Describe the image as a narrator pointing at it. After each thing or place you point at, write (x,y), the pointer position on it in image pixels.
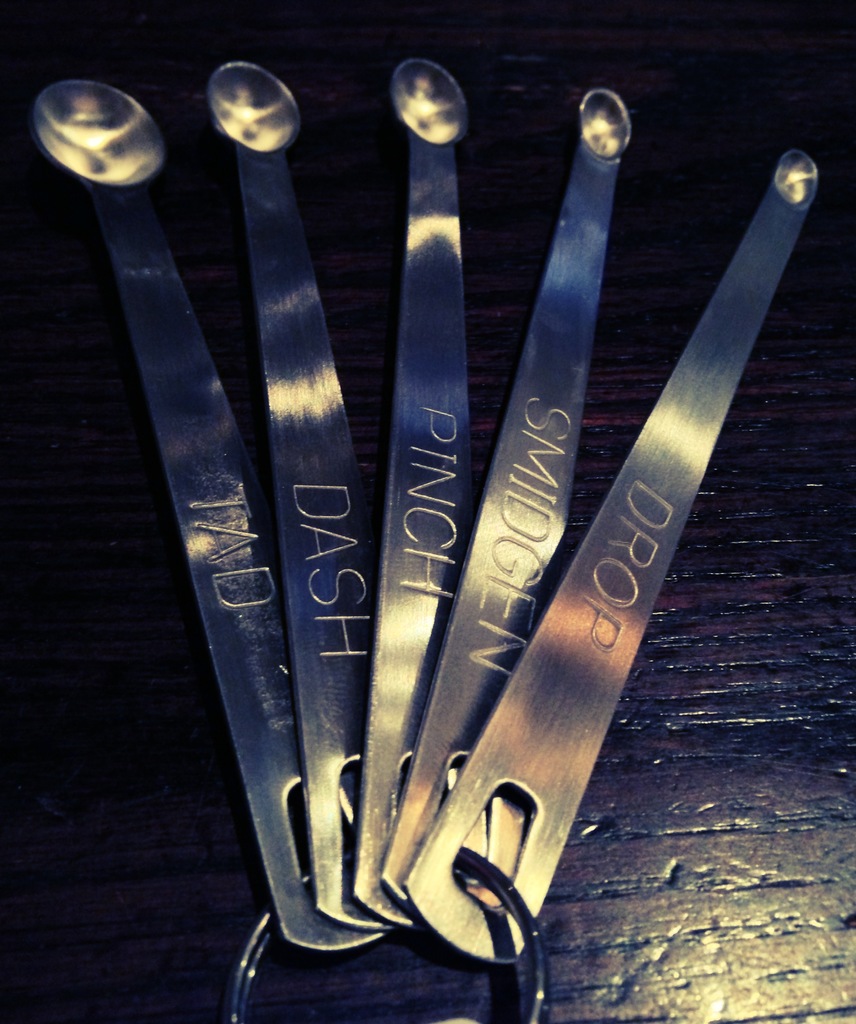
In this image I see 5 silver color things (543,630) and I see words (333,575) written on it and they're on the brown surface (14,104).
